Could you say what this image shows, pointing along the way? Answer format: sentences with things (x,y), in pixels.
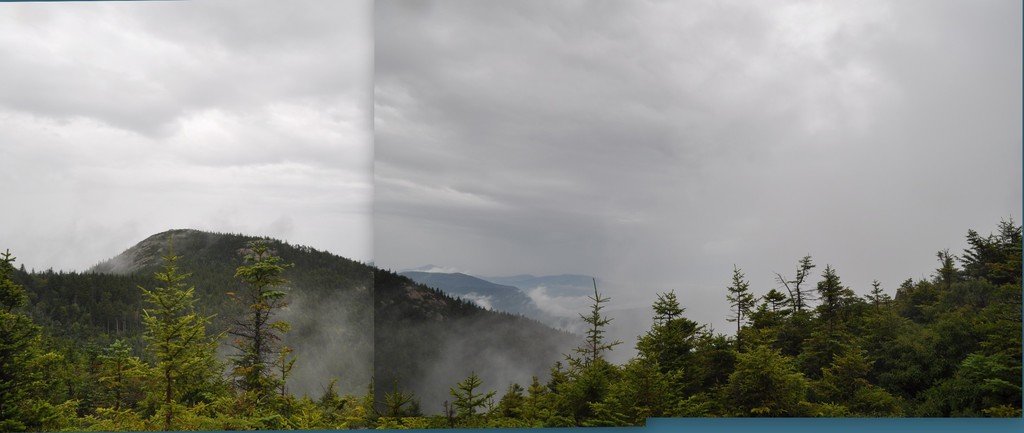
In this picture there are trees (1019,247) at the bottom side of the image (671,339) and there is a mountain (469,322) on the left side of the image (26,278), there is sky (236,192) at the top side of the image (371,110).
